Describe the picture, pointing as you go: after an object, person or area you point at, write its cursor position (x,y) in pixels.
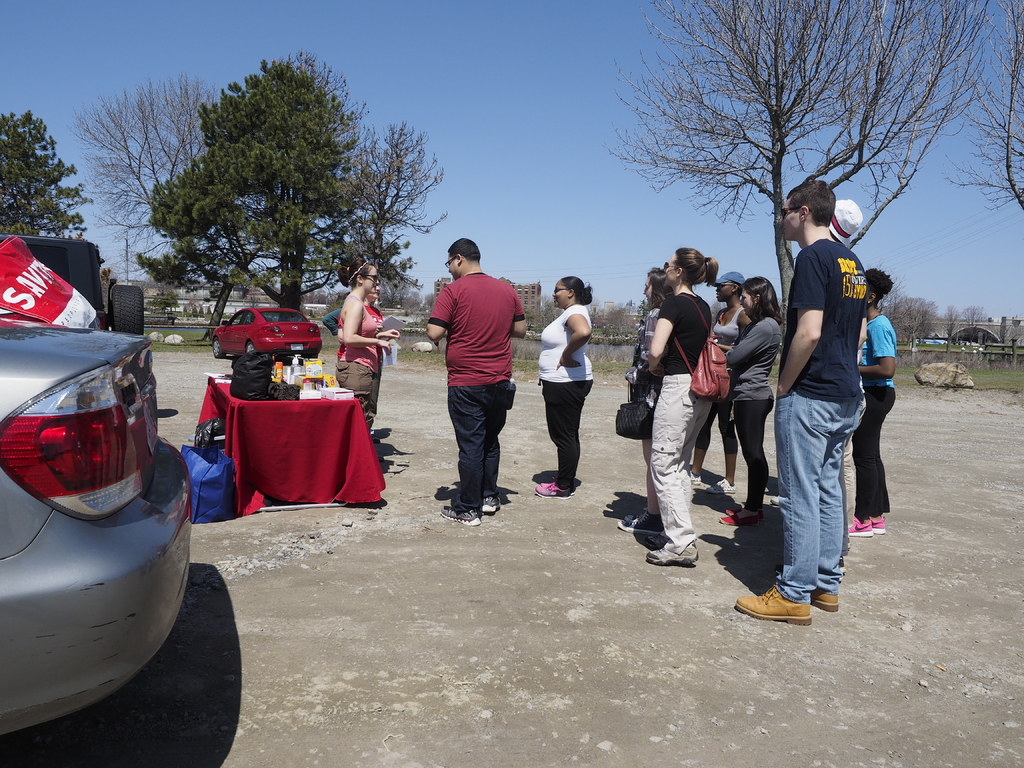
In this image we can see a group of people (825,433) standing on the ground (739,477). Two women (380,319) are holding papers (388,355) in their hands (383,343). One woman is carrying a bag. To the left side of the image (317,382) we can see some objects (307,391) placed on the table (275,448). One bag (208,477) is placed on the ground (323,516), a group of cars (100,418) parked on the ground (522,588). In the background (952,373), we can see a rock (965,370), a group of trees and the sky (568,213).
